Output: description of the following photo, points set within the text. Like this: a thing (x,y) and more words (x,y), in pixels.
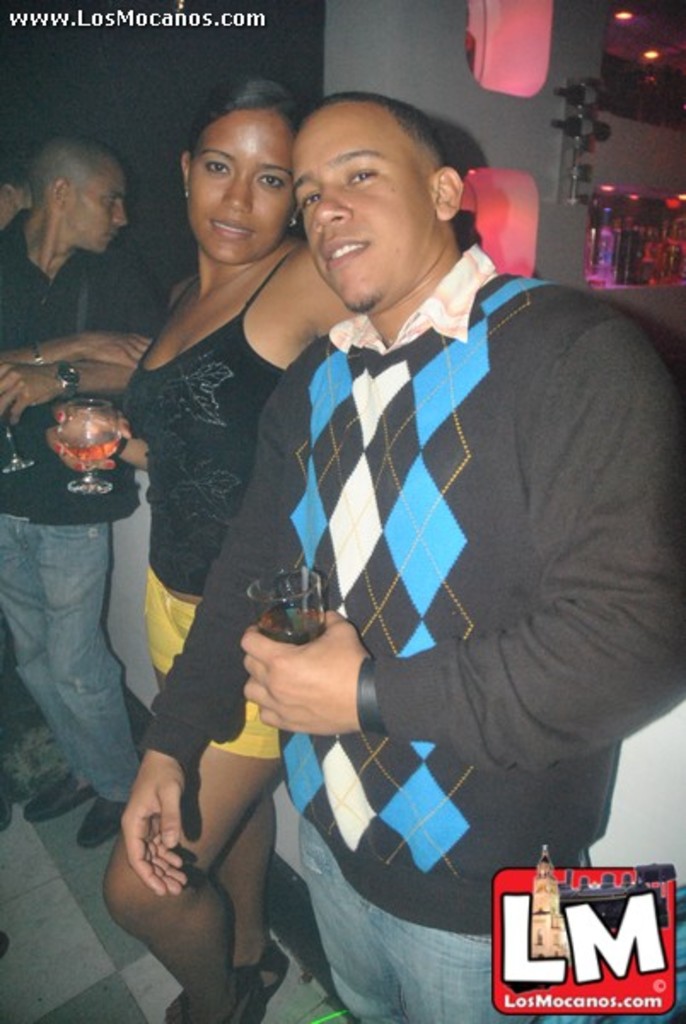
In this picture there are three persons (237,444) standing and holding the glasses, at the back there is a person (27,197). There are bottles (599,254) on the table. At the top (537,40) there are lights (537,40). At the top left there is a text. At the bottom right (579,892) there is a text (634,928) and at the bottom (70,917) there is a floor (71,928).
